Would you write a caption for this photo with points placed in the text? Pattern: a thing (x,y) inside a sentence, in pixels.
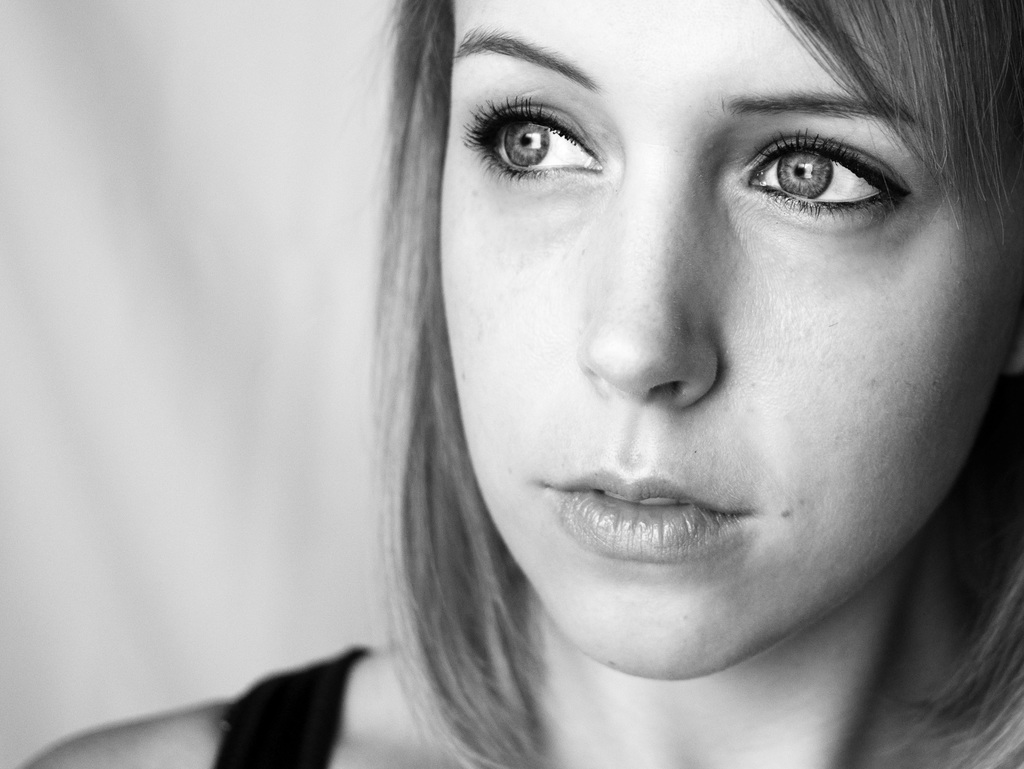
This is a black and white picture. I can see a woman (598,18), and there is blur background (138,519).
